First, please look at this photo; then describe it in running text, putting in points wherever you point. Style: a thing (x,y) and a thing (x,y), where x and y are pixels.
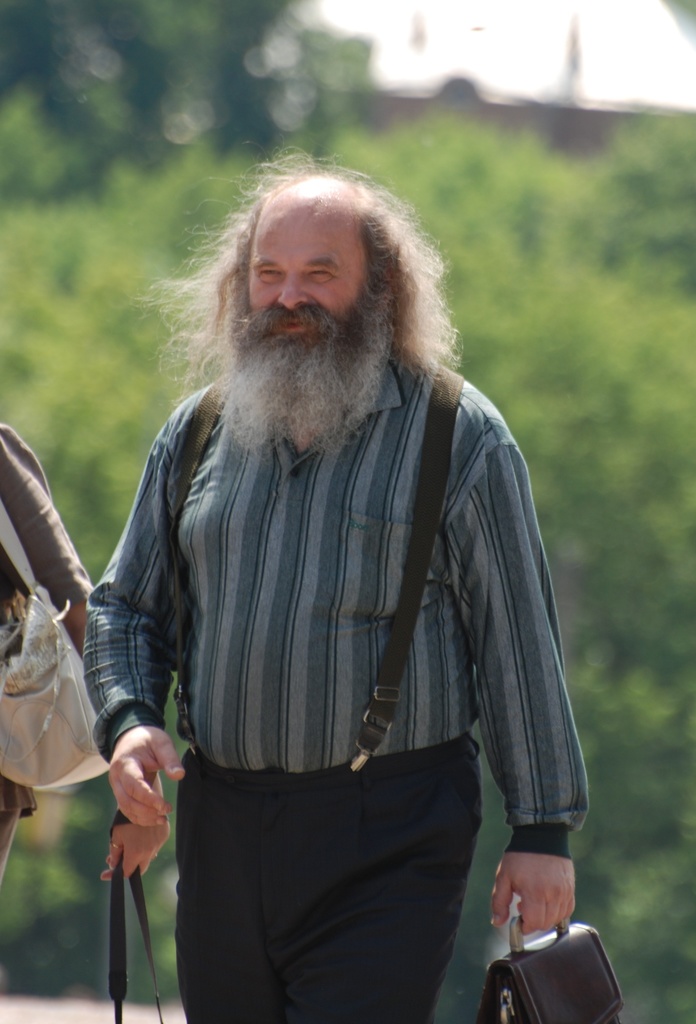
In the center of the image (362,643) we can see two persons (423,629) are standing and they are holding bags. And the middle person (365,517) is smiling. In the background (571,303) we can see trees (590,286) and a few other objects (610,149).
